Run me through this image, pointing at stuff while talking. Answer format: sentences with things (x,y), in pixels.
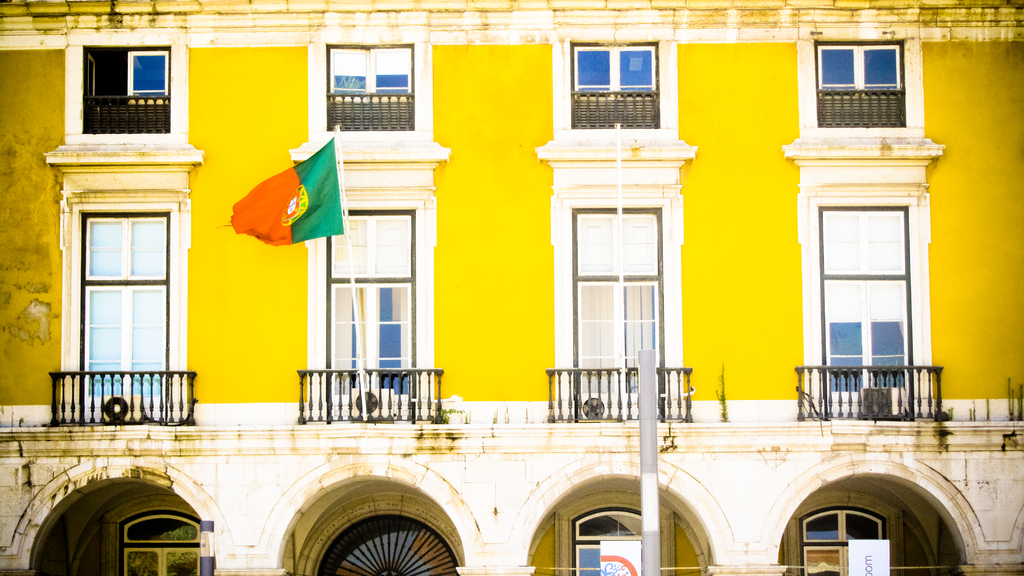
In this image there is a building (290,416) and there is a flag (319,192), pillar (651,485) and two boards (629,575) with some text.
